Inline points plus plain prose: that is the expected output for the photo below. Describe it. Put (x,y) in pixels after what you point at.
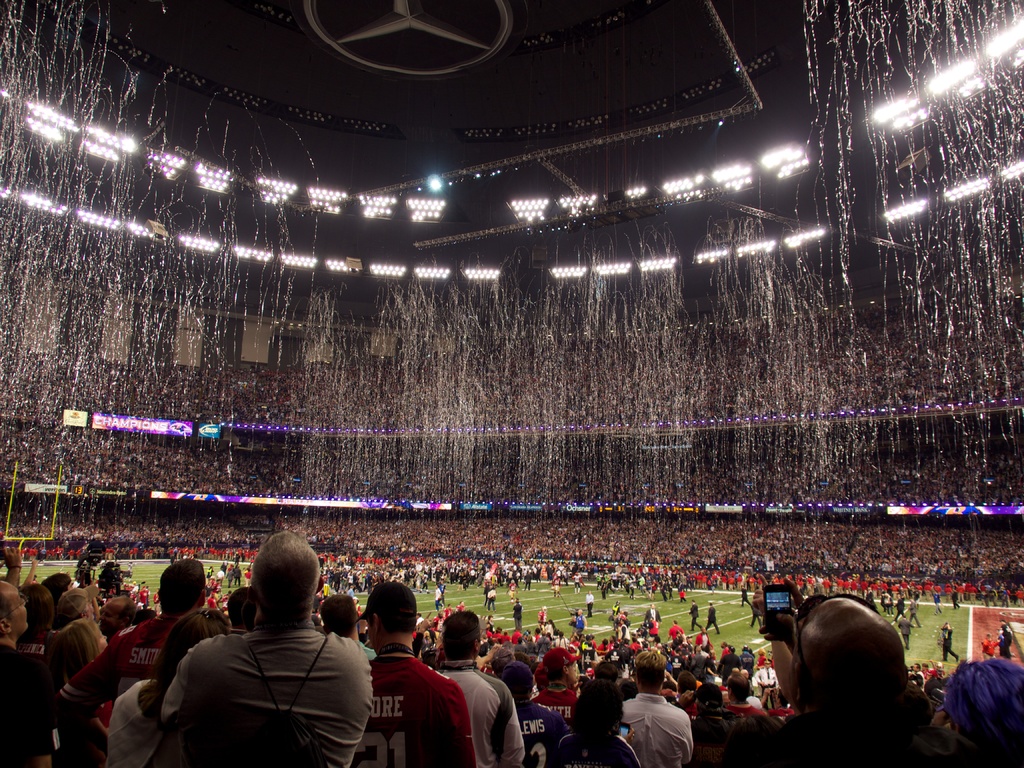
In this image we can see group of people (477,526) are sitting, there are the group of people (412,562) standing on the ground (526,595), here the confetti (614,330) is falling, at above there are the lights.
